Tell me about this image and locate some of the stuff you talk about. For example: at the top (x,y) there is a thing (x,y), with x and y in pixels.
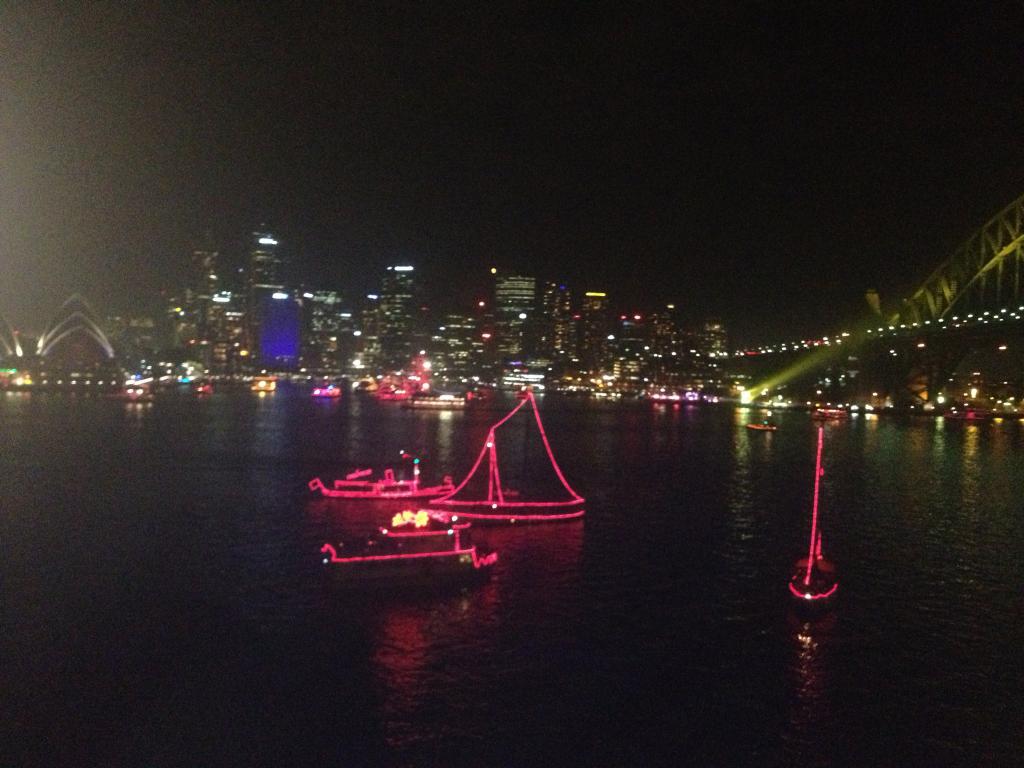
In this picture can see boats (418,578) with lights (498,466) on the water (514,583) and behind the boats (335,393) there are buildings (395,338) and other things. Behind the buildings (347,335) there is a dark background (798,168).
